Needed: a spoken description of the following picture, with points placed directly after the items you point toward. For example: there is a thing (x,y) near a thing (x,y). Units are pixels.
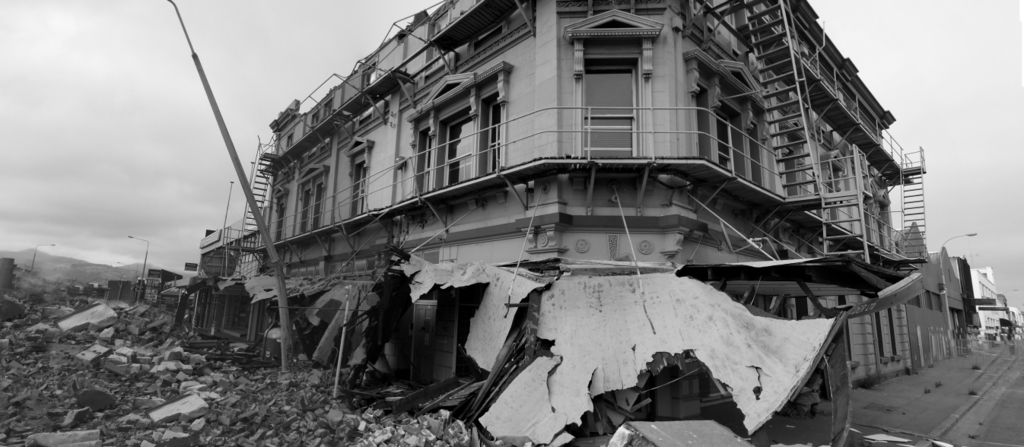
In this picture we can observe a building (508,161). There is a pole (285,360). We can observe some bricks (170,371) and stones (216,420) here. In the background (72,207) there is a sky (138,133).
